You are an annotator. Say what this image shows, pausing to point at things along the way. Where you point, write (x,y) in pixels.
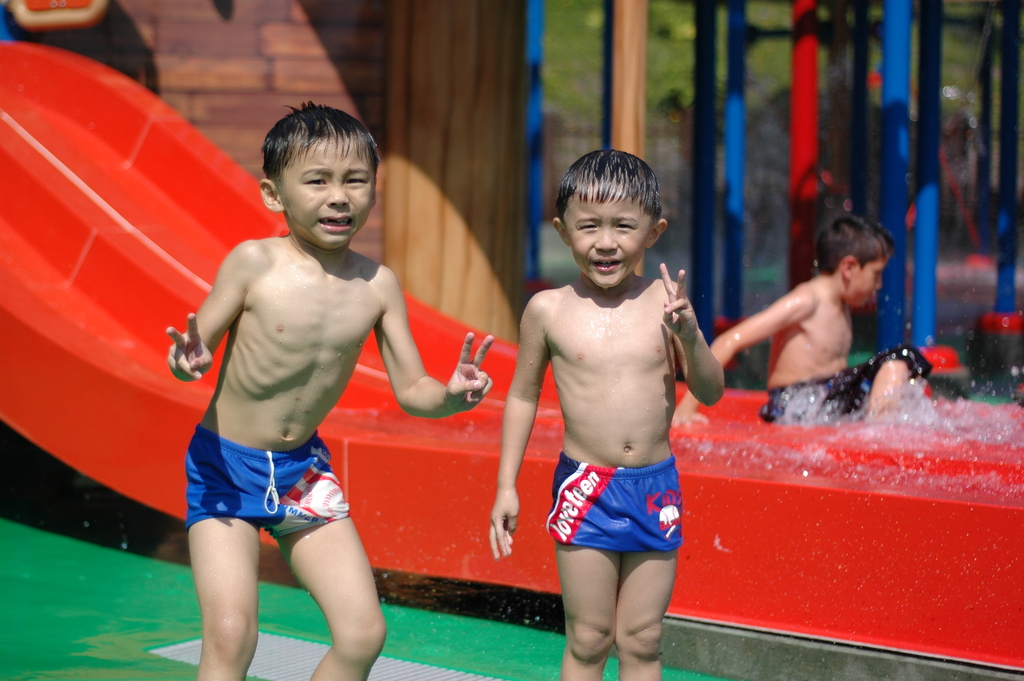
In this image I can see two persons (257,371) standing. In the background (449,443) I can see the water slide (36,140), few poles (1013,102) in multi color and trees (693,56) in green color and I can also see the person (749,321) sitting.
